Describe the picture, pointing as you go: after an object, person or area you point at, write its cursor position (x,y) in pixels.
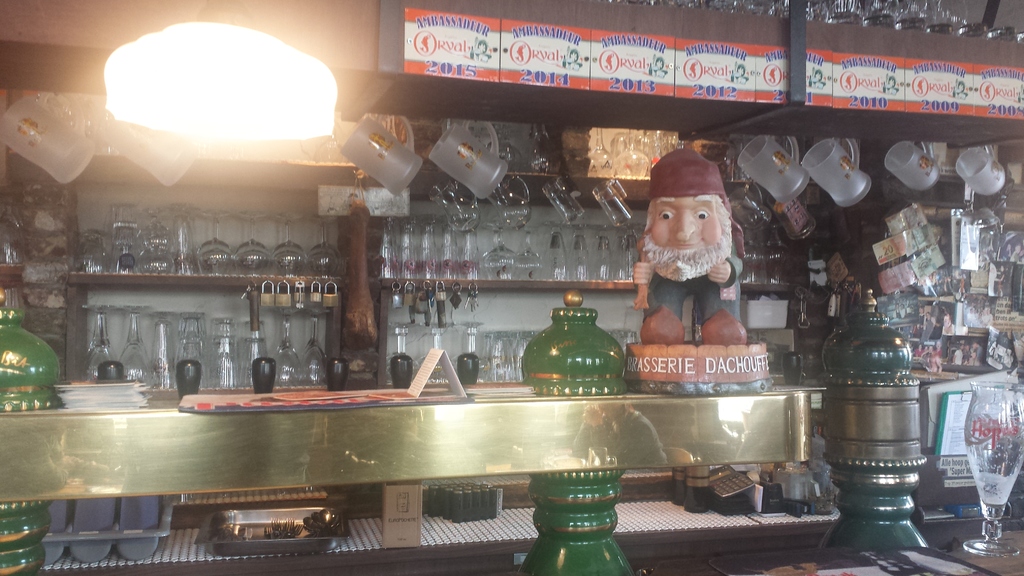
In this picture we can see a few glasses (224,352) in the shelves (80,328). There are jugs (623,192) on top (921,158). We can see a card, toy (723,283) and papers (117,402) on a desk (566,406). We can see some green objects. There are few objects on the right side (986,108). A light (173,47) is visible on the left side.
